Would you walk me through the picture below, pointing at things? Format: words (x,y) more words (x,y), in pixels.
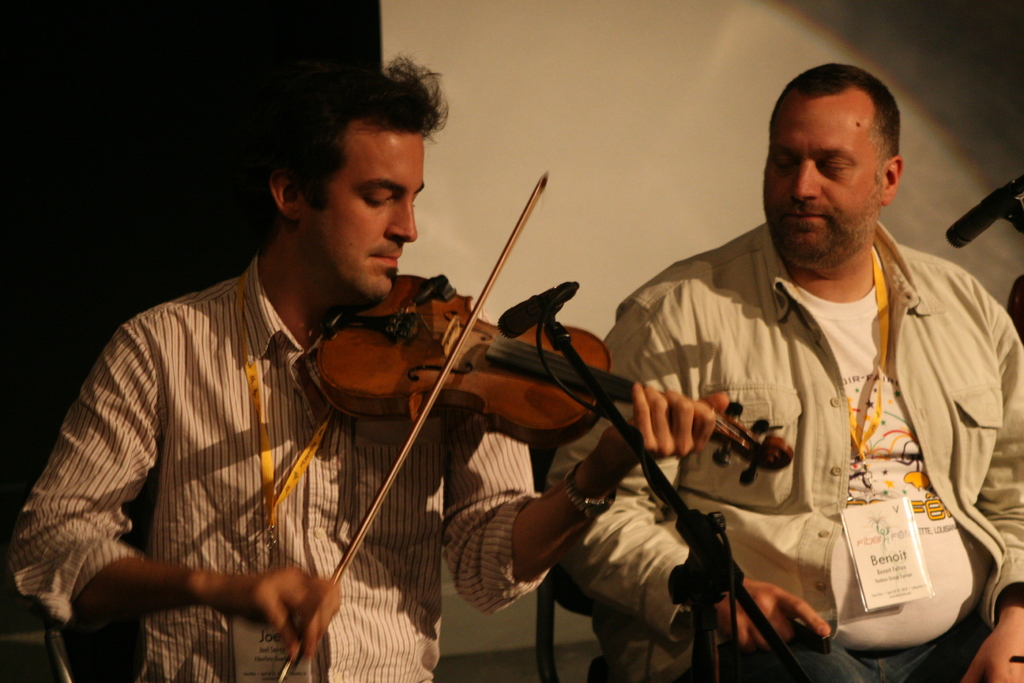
In this picture there are two men (681,485) sitting on chairs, among them there is a man (398,220) playing a violin (469,335) and we can see microphones (532,303) with stands (801,665). In the background of the image (289,62) it is dark and we can see wall (515,161).
